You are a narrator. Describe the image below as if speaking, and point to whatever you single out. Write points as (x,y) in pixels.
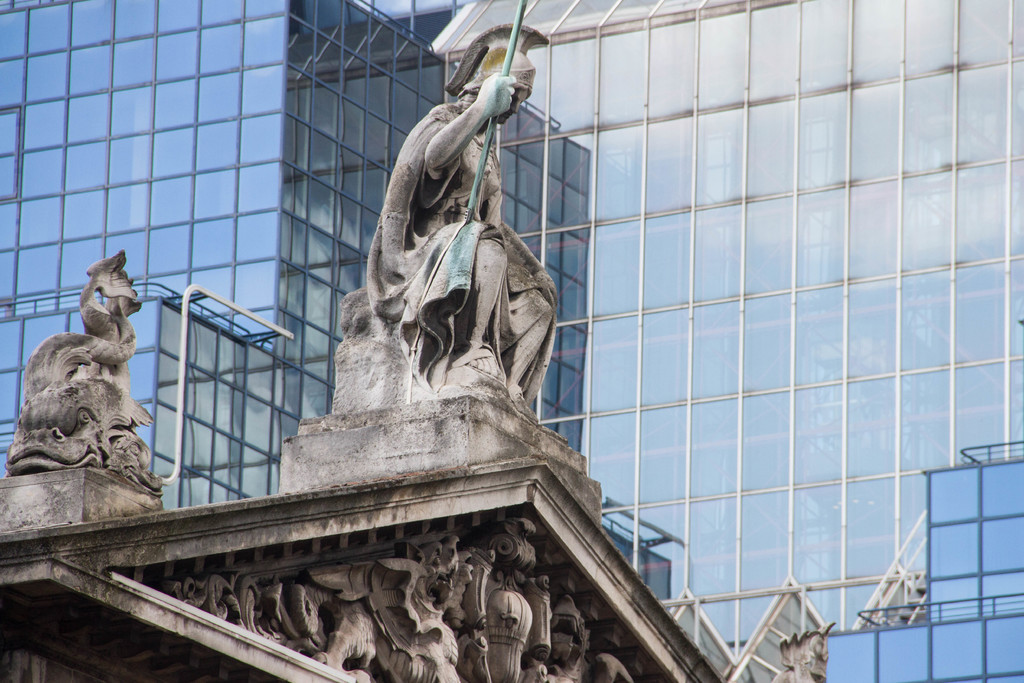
In the image in the center (454,390) we can see building (587,576), wall (407,481) and statues (53,339). In the background (296,357) there is a glass building (575,57).
